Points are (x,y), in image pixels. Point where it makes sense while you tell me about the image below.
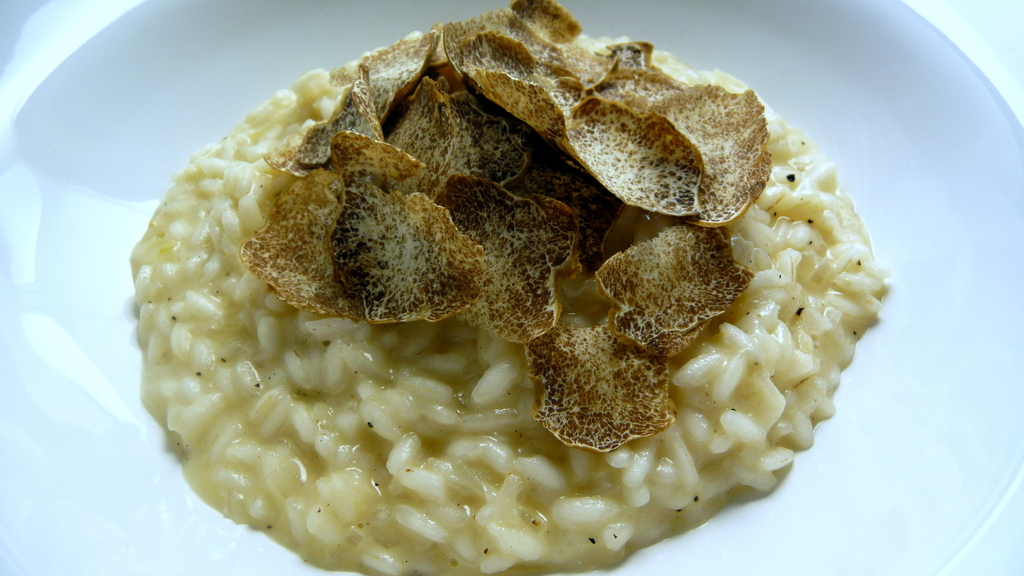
This image consist of food (399,262) which is on the plate (926,338) in the center (372,269).
